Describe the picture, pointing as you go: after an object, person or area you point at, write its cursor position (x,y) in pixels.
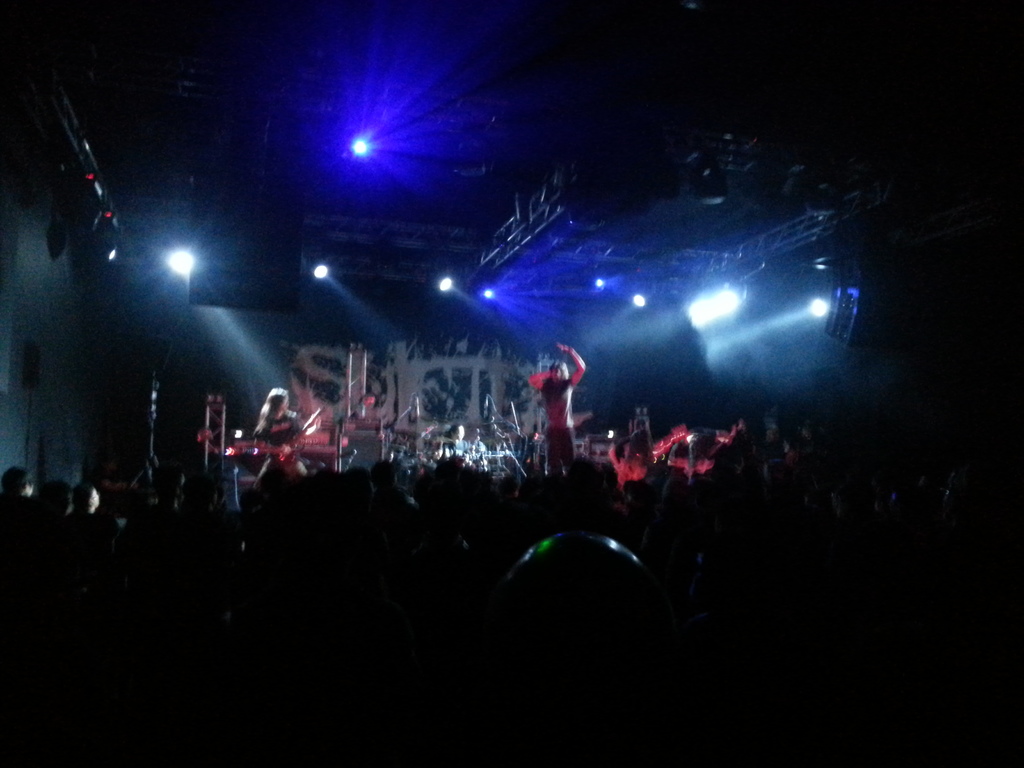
In the center of the image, we can see people (549,395) on the stage (364,440) and some of them are playing music. In the background (483,433), there are musical instruments (524,457) and we can see a crowd (714,596). At the top (364,149), there are lights (720,291), speakers (838,321) and rods (778,248) and there is a wall (50,339).
